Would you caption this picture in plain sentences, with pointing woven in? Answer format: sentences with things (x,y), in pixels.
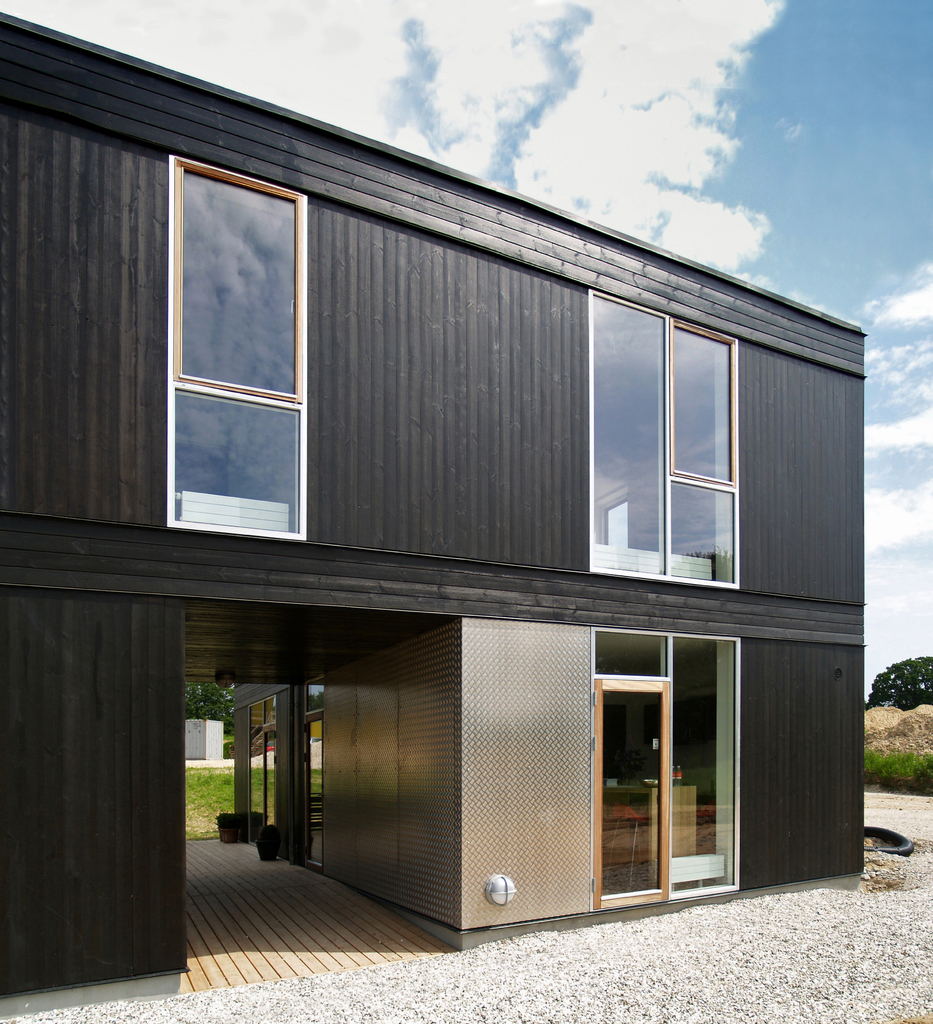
This is an outside view. At the bottom (666,967), I can see the ground (615,976). In the middle of the image (468,411) there is a building (541,536). In the background (904,703) there are some trees (196,710). At the top of the image (837,129) I can see the sky (655,117) and clouds (536,77).
